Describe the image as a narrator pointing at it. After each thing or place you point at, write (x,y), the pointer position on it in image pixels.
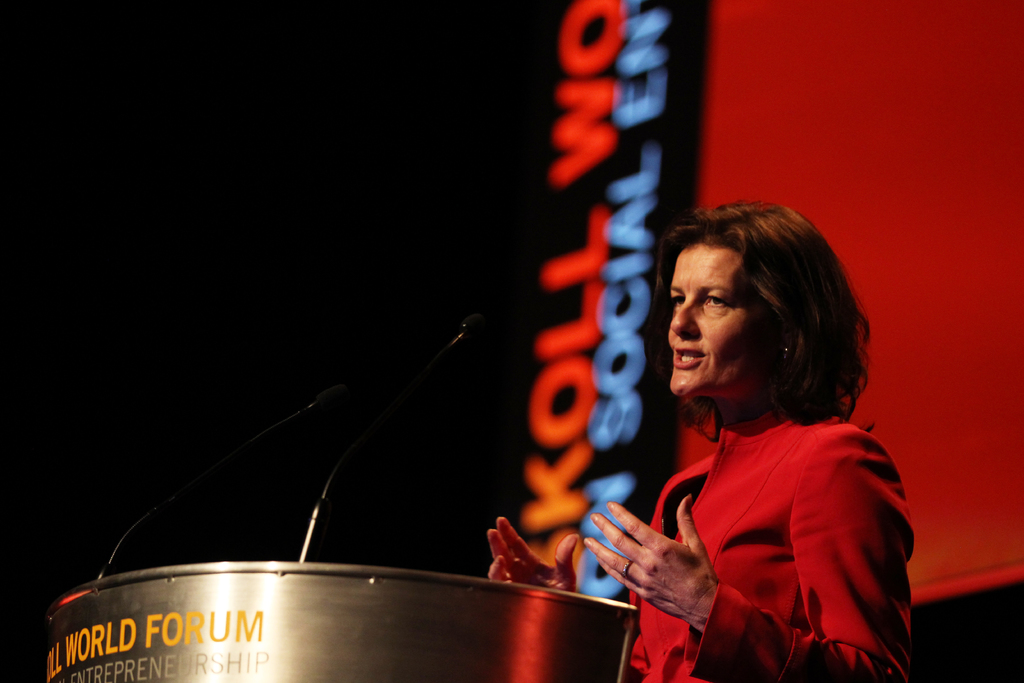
In this picture we can see a woman (660,494) standing and talking in front of a mike (331,400).
